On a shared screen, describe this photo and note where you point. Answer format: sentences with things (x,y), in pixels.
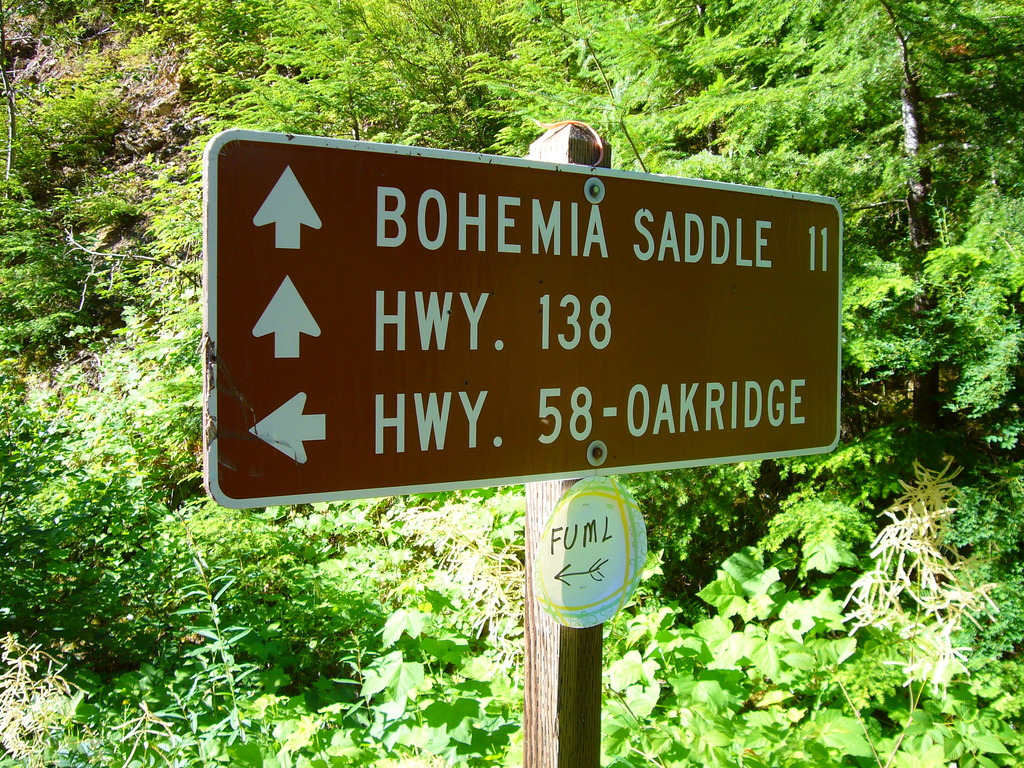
In the center of the image (564,340) we can see a board (580,351). In the background (830,98) there are trees (695,482).
